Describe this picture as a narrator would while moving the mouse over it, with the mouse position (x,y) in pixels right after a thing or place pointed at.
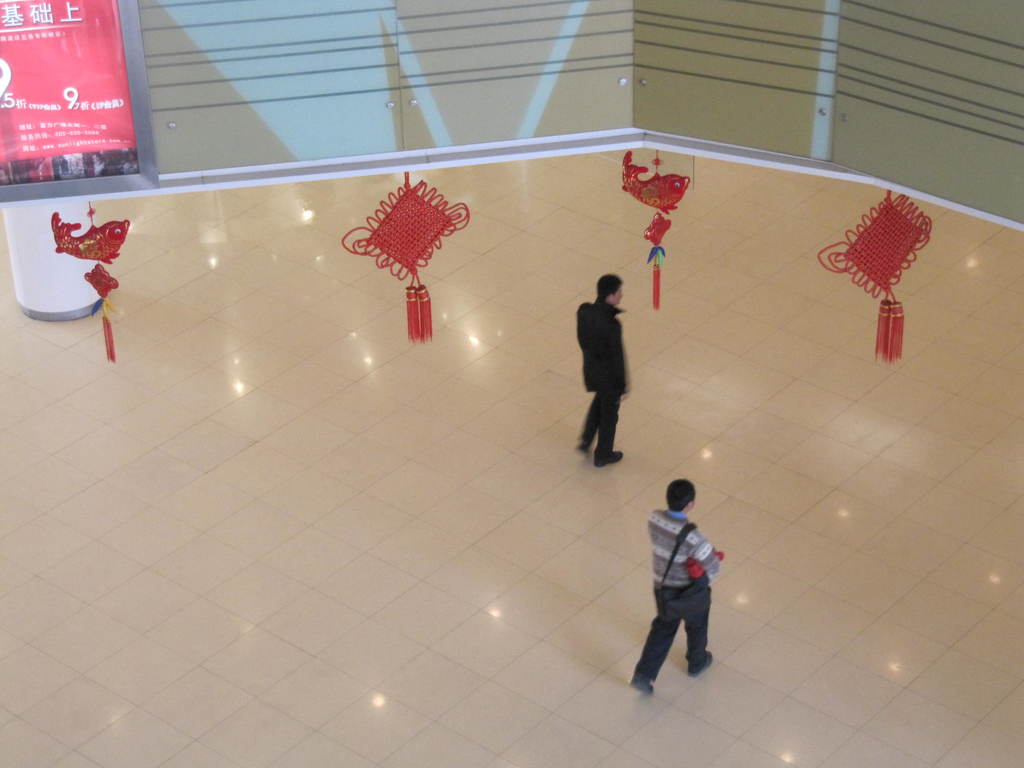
In this image I can see two persons (603,356) walking and the person (599,341) in front is wearing black color dress (616,343) and the other person (675,502) is wearing gray and white shirt (675,575) and black color pant (675,608) and I can see few hangings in red color.
